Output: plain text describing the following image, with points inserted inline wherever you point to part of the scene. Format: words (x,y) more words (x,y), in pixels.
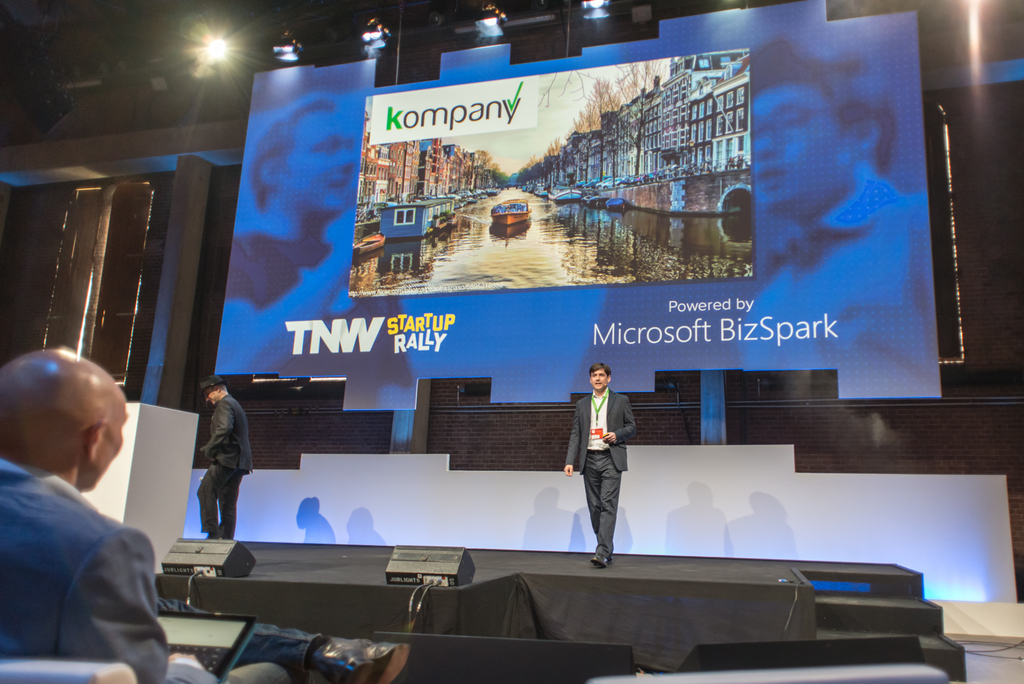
In this image we can see two people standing on the stage (659,579), near that we can see a table (126,516), we can see written text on the board (813,206) in the background (805,190), at the top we can see the lights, on the left (113,522) we can see one person (123,613) sitting.
